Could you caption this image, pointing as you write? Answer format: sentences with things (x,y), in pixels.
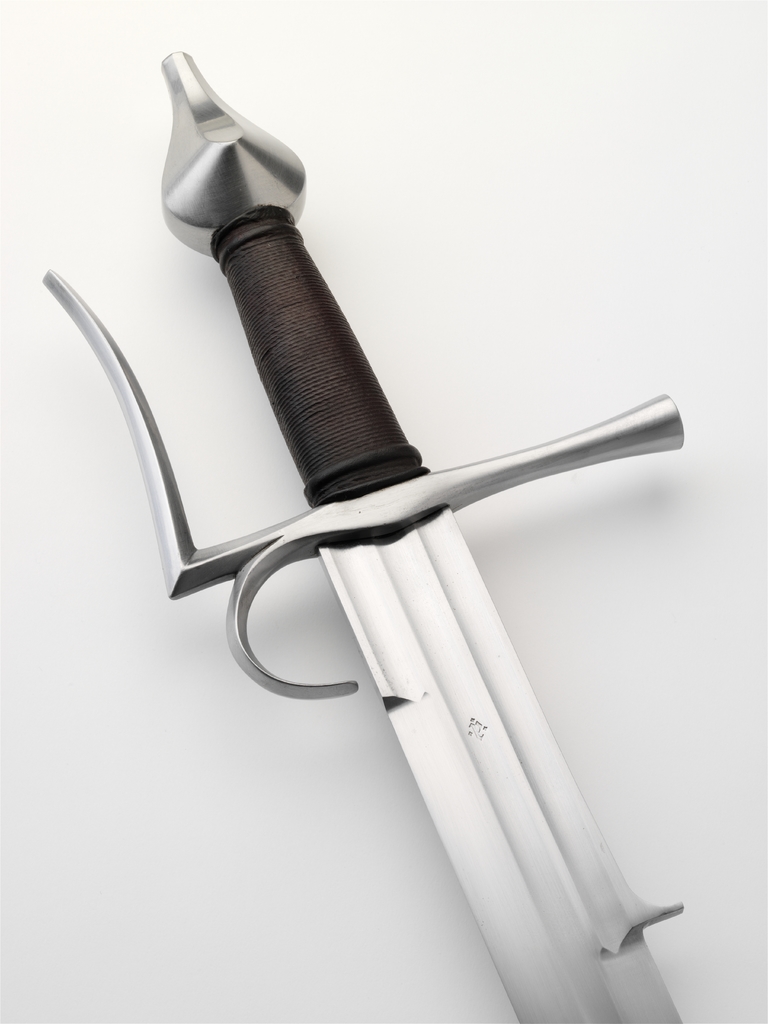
The picture consists of a sword (179,569) on a white surface (63,530).
